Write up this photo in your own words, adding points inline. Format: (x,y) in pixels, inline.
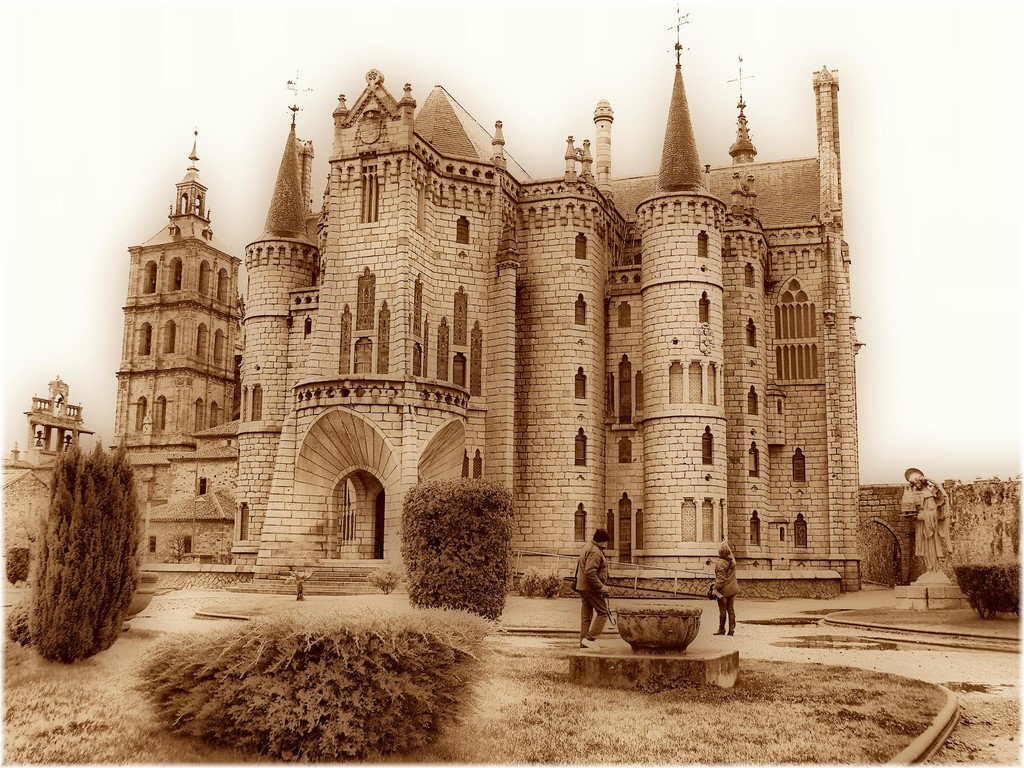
In this picture we can see two people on the ground (881,635), here we can see a building (818,373), plants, trees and some objects (672,656) and we can see sky (919,363) in the background (1011,44).
